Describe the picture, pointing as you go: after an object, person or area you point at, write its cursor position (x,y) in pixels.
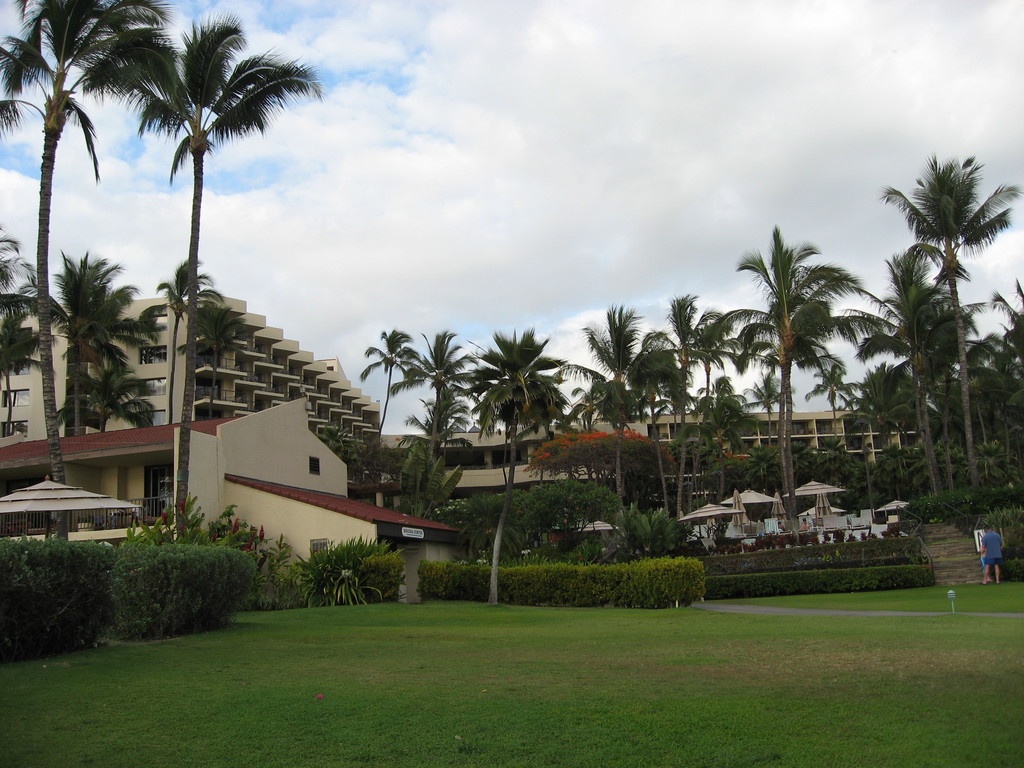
This picture shows couple of buildings (342,461) and we see trees (707,344) and a blue cloudy sky (648,74) and we see plants (359,581) and grass (618,678) on the ground (664,625) and a man (996,539) standing and we see few umbrellas (816,508) and chairs (828,514).
